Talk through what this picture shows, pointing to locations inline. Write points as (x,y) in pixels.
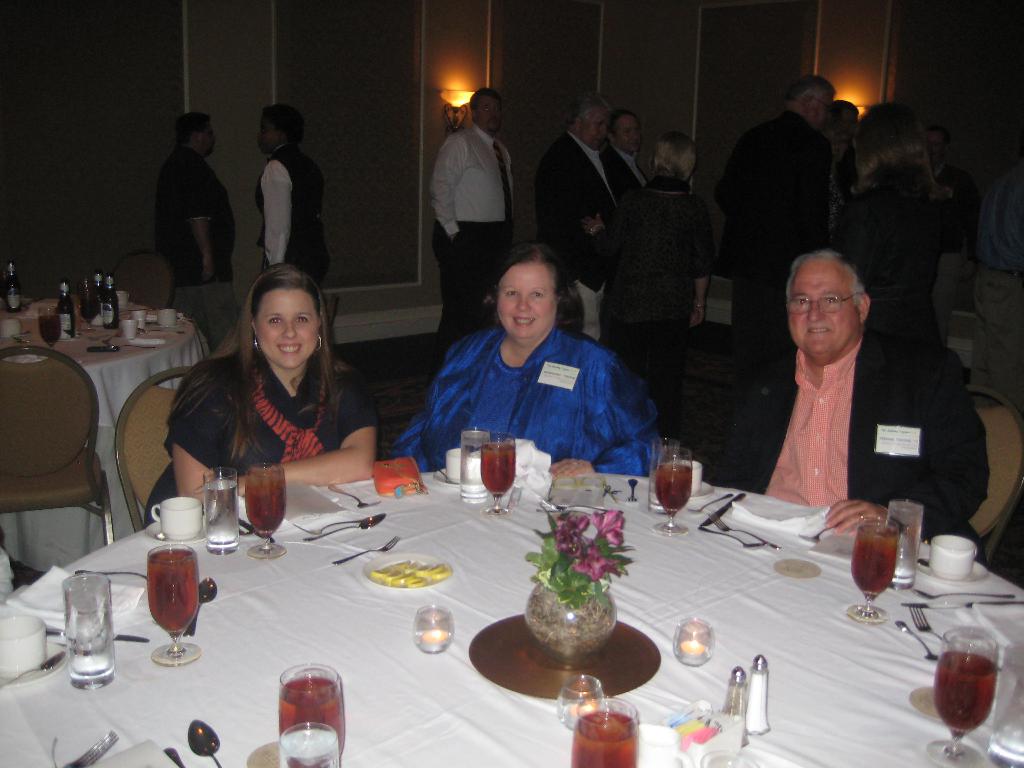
This is an image clicked inside the room (335,685). In this image I can see three persons (560,412) sitting on the chairs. In front of these people (489,414) there is a table (473,739). On this table (206,548) there are some glasses (213,540), tea cups (160,518), spoons (191,731), flower pot (534,620) and some tissue papers (775,523). At the background (231,111) I can see a wall (416,89) and light (447,94). On the top right of the image (752,187) I can see some people (627,188) are standing and discussing.
